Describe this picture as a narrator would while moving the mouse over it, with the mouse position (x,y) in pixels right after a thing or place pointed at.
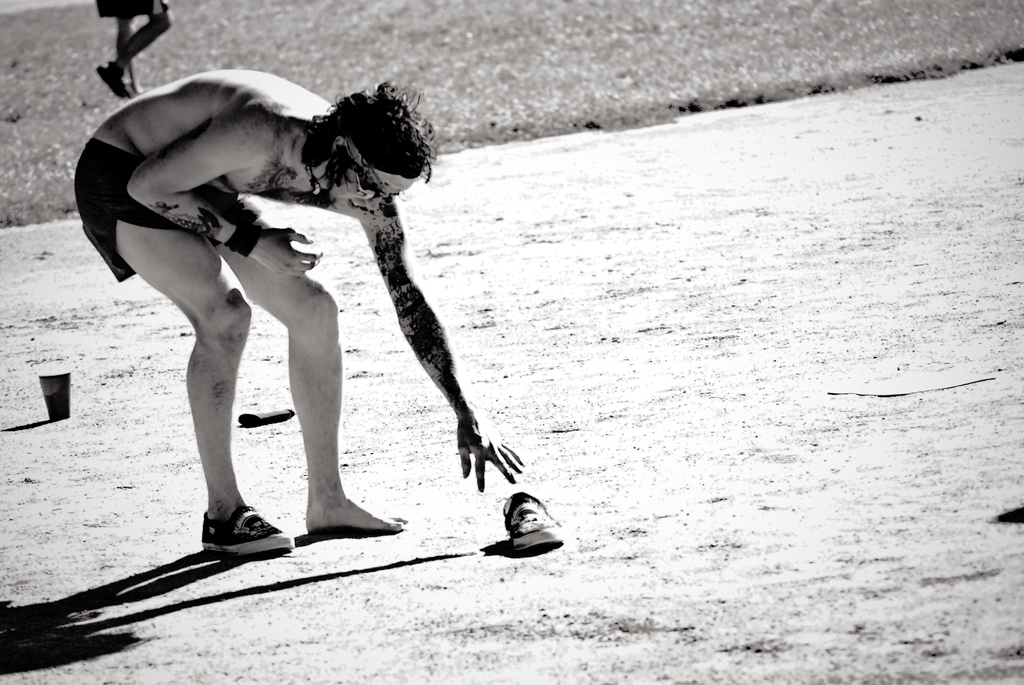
This is a black and white image. In the image, on the left side (216,337) there is a man (343,206) bending. And in front of him there is a shoe (511,529). Behind him there is another person (132,75) walking. And also there is a glass (67,387).
